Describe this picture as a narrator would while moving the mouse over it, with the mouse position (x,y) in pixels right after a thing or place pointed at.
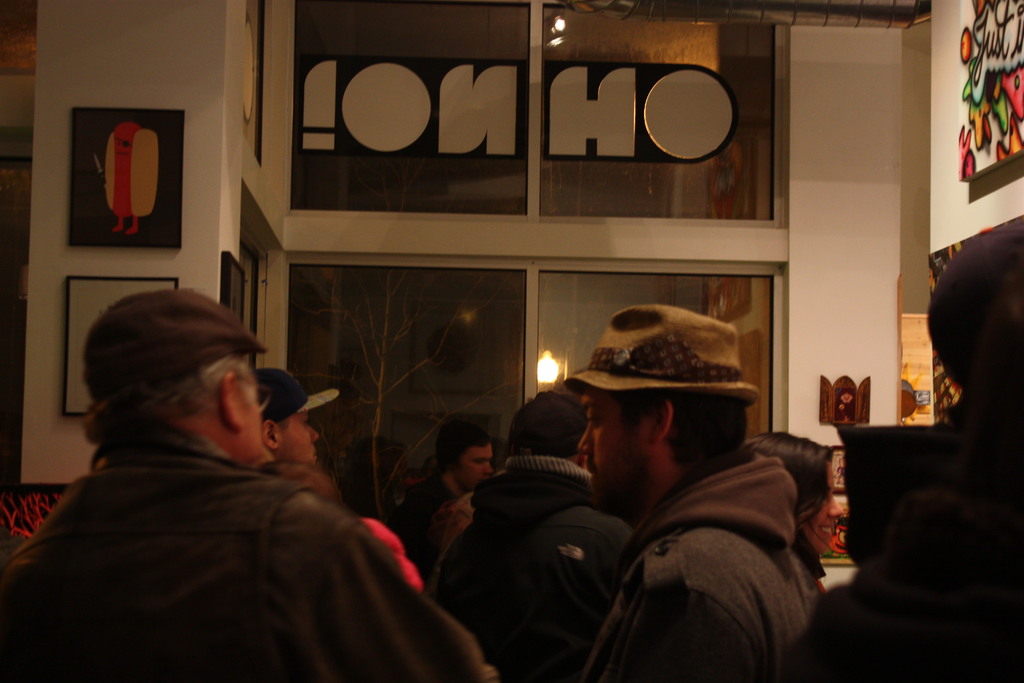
This picture describes about group of people (287,419), few people (274,411) wore caps (641,374), in the background (548,363) we can find few lights (541,377) and paintings (165,166) on the wall (197,183).
